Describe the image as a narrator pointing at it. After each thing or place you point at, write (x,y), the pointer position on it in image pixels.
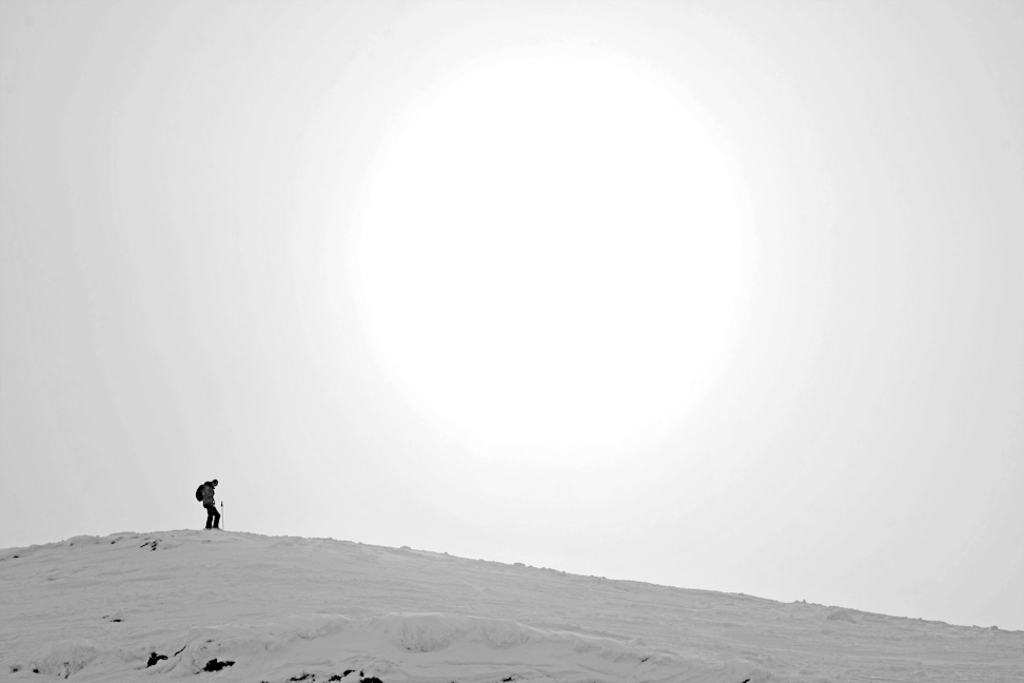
In the picture i can see a man (211,516) standing on snow mountain (229,555) carrying backpack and top of the picture (99,214) we can see clear sky (160,515).
